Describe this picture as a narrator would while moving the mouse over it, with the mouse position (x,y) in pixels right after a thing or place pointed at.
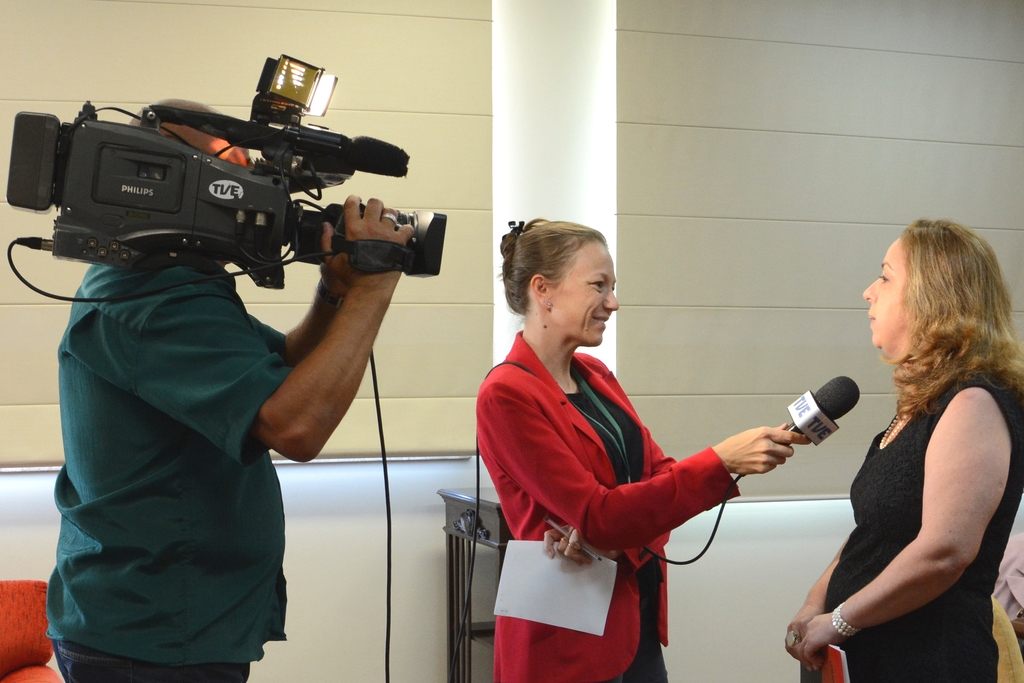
In this image i can see two women (535,384) standing and a man (329,383) standing and holding camera (204,257), the woman (511,441) standing in the middle (492,409) holding micro phone (840,418) and paper (590,588) at the back ground (726,306) i can see a wall (627,227).
